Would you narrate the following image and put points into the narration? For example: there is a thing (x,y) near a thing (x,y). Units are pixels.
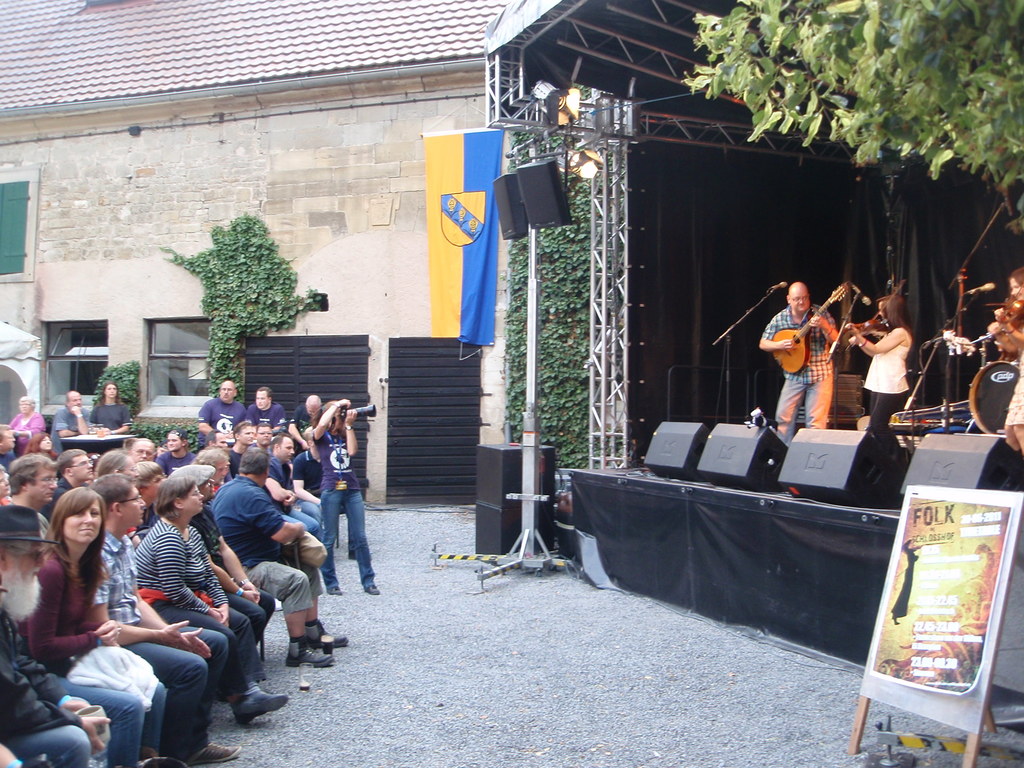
In this image we can see the stage (768,521), sound boxes (552,189), lights (570,117), some rods (619,36), mics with the stands (935,353). We can also see the people (835,336) playing the musical instruments (1001,420). On the left (130,448) we can see some people (334,461) standing and there are people (163,478) sitting. We can also see the path (509,753), board (889,621), tree (892,90), flag (495,162) and also the house (152,189) with the windows (207,344), creepers (290,314) and we can see a man (85,423) in front of the table (102,441).
